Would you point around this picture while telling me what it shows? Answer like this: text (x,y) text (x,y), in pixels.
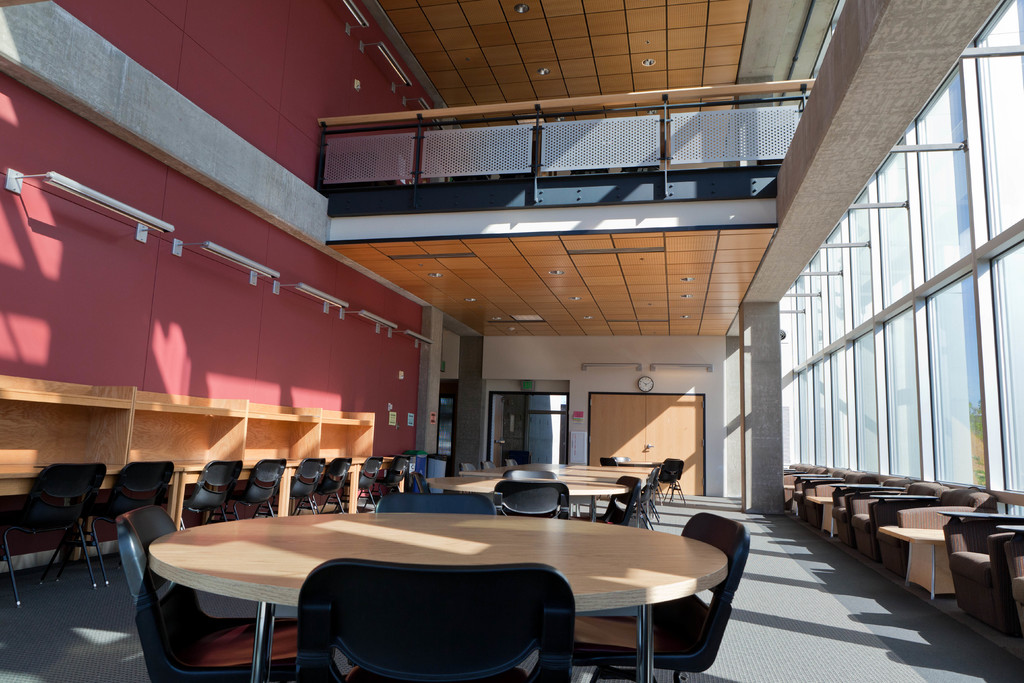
It looks like some organisation and there is a room (528,339), inside that room (412,470) there are many empty tables (476,477) and chairs (314,674), on the right side (1001,275) there are many windows (927,352) and on the left side (105,312) there is a wall (96,170) and to wall (274,248) there are many lights (63,176) and in the background (636,397) there are two doors (635,415) and above one of the door (645,424) there is a clock (651,388).
